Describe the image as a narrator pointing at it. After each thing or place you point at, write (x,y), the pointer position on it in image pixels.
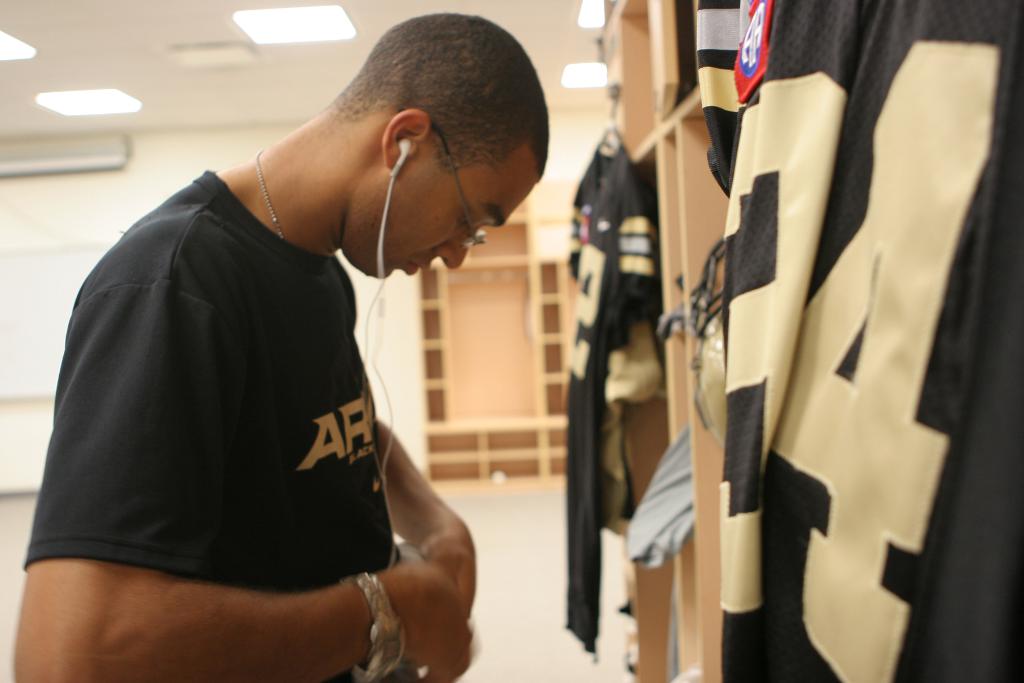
In the image we can see a man (188,450) wearing clothes (259,453), neck chain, spectacles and a wrist watch (391,621). These are the headsets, floor (543,538), shelf (504,443), clothes (875,282) and light (273,39).
